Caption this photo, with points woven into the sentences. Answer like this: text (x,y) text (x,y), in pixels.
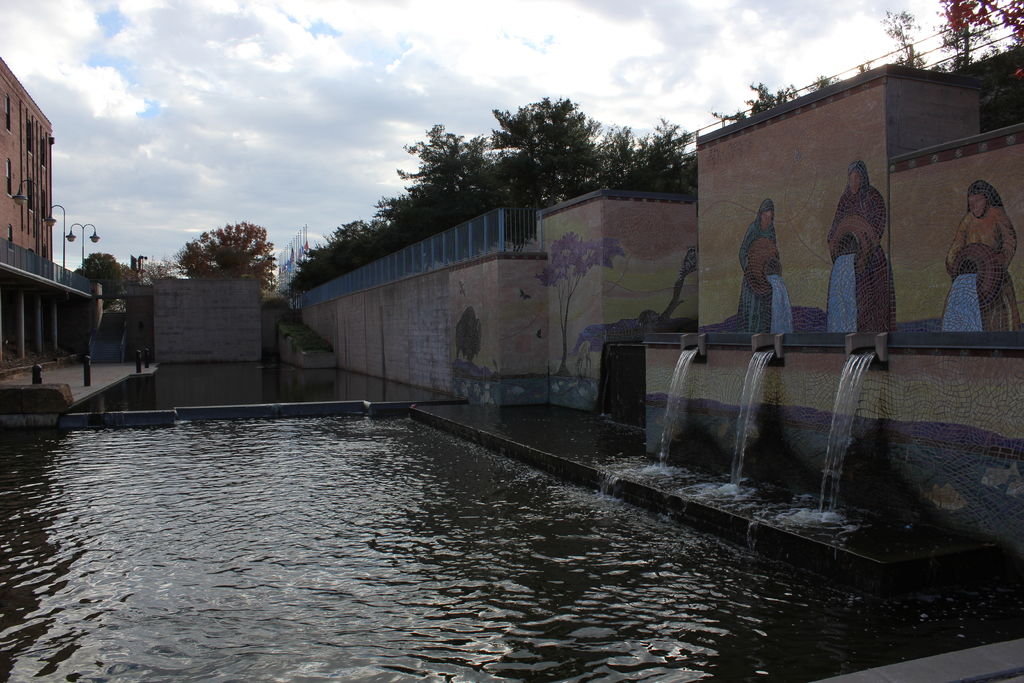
In this picture we can see water (467,547), painting (542,366) on walls (351,326), railings (500,241), building (19,137), poles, lights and steps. In the background of the image (169,244) we can see trees (390,238), objects (291,273) and sky (453,110) with clouds (463,107).
